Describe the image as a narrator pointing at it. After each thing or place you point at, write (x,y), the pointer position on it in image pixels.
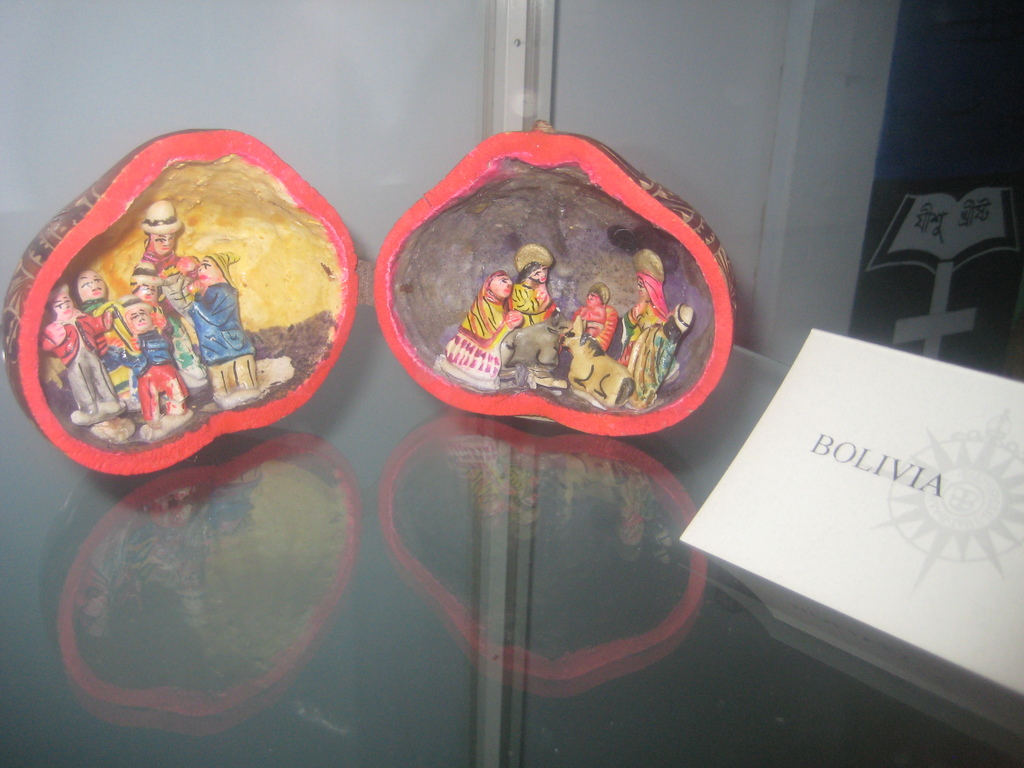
In the center of the image (516,476) we can see one glass object (258,476). On that object (429,591), we can see some paintings (294,232) on the two solid structures (582,284), in which we can see a few people (243,329) and two animals (575,355). And we can see one board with some text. On the right side of the image (945,212), we can see an object (945,284). On the glass (359,683), we can see the reflection (394,527) of some objects (408,502). In the background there is a wall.
